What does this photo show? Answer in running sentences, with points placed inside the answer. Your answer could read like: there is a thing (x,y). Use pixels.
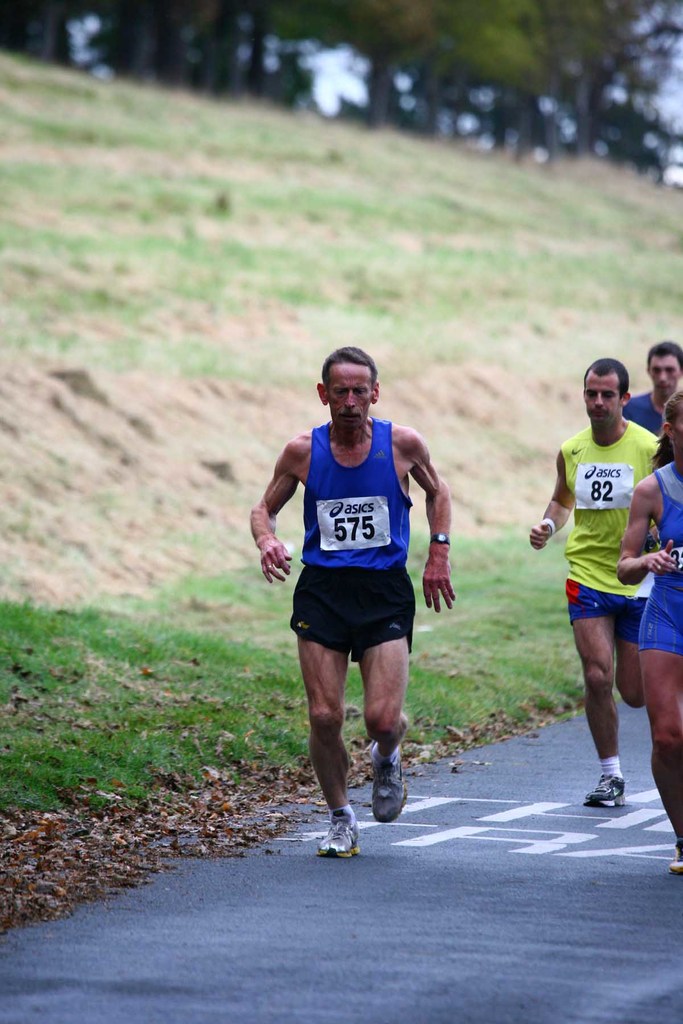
As we can see in the image there are few people (351,608) running. There is grass (167,299), trees (618,29) and sky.
